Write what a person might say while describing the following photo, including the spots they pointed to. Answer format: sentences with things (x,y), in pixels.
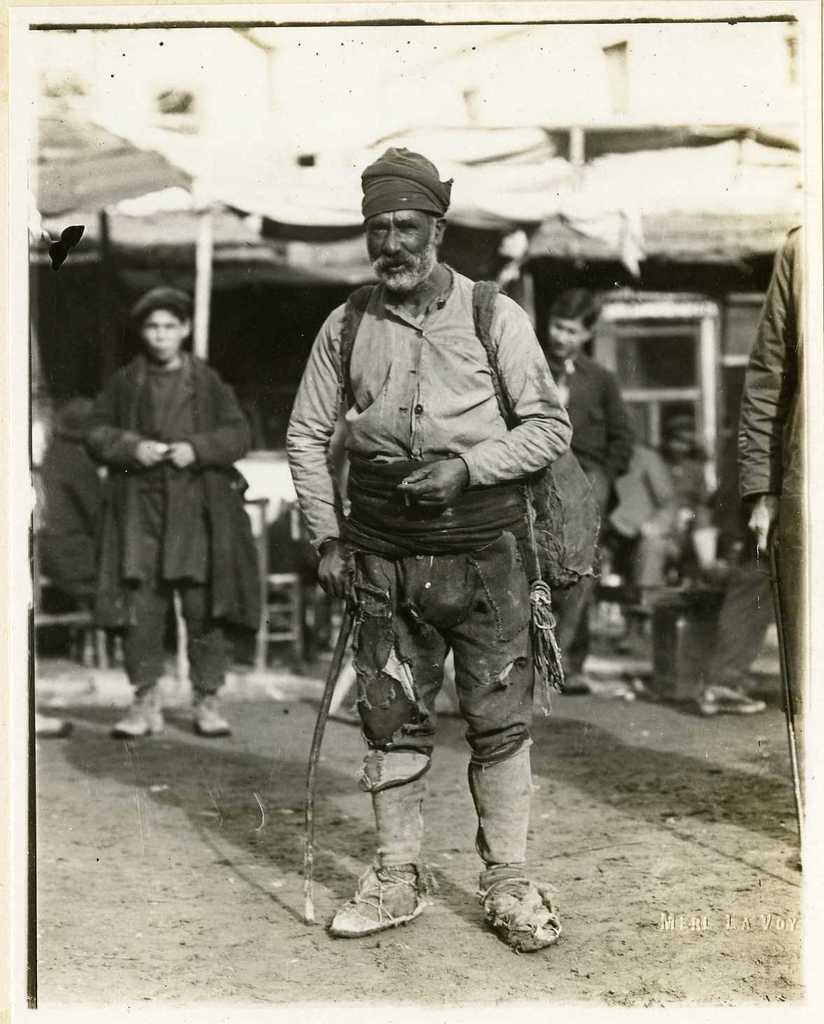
This is a black and white image. In the foreground of the image (470,353) there is a person (505,578) standing wearing a bag (480,343). In the background of the image (194,389) there are people (598,429) chairs (286,503), house (127,65).
